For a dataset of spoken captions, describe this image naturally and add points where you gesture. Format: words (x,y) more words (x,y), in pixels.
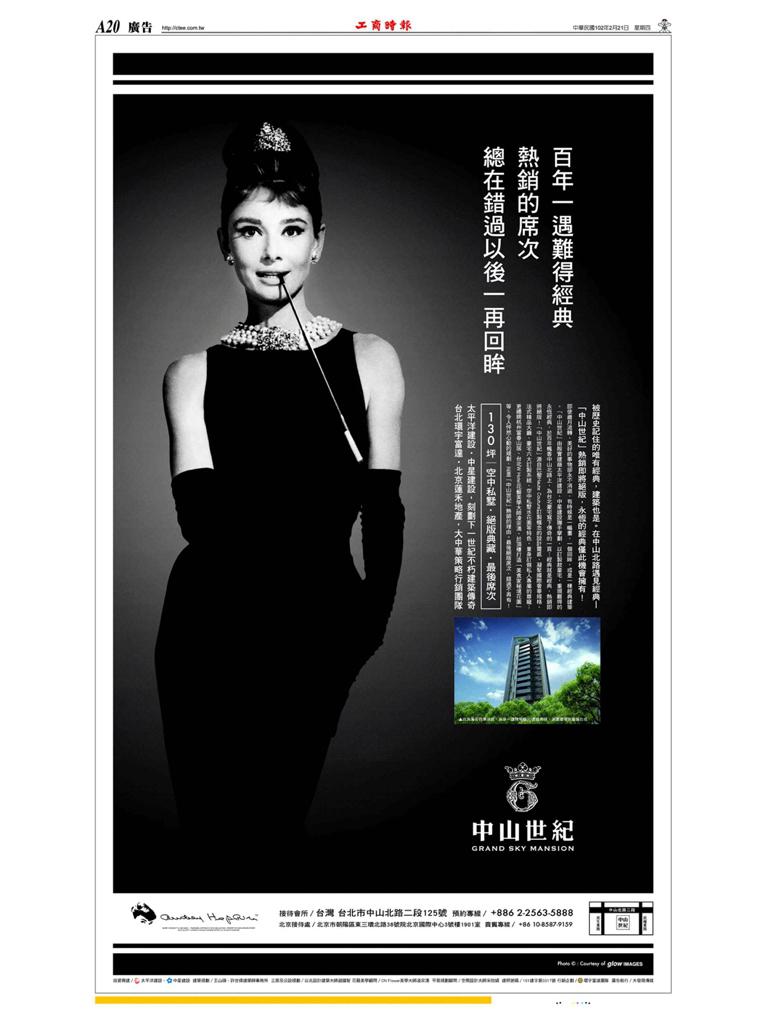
In this image, I can see a poster (419,800) with words (513,598), a logo (529,809) and pictures (214,700) of a woman (284,502), trees (495,723), a building (520,679) and the sky (560,660). There is a dark background (398,724).
